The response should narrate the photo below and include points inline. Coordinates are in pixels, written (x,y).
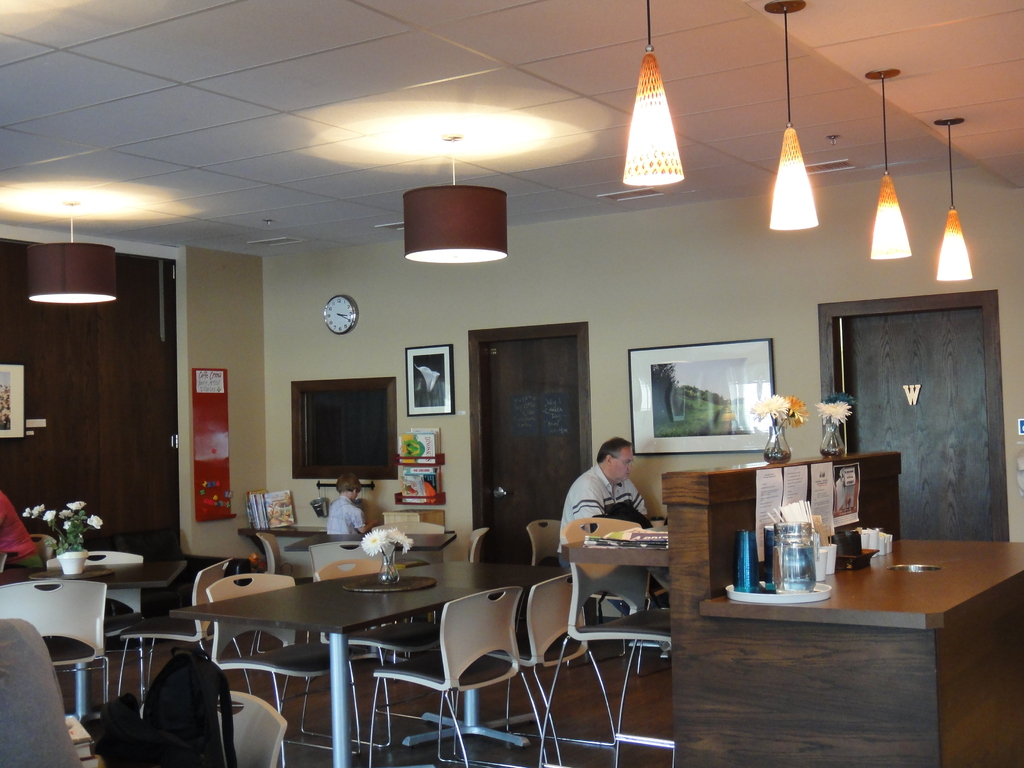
In this picture we can see man (617,501) sitting on chair (588,520), table (279,603) and on table (349,614) we have flower vase (391,570), here is the boy (343,483) and in background (171,506) we can see wall (264,319), frames (408,393), lights (496,217), doors (914,334), papers (852,469).
